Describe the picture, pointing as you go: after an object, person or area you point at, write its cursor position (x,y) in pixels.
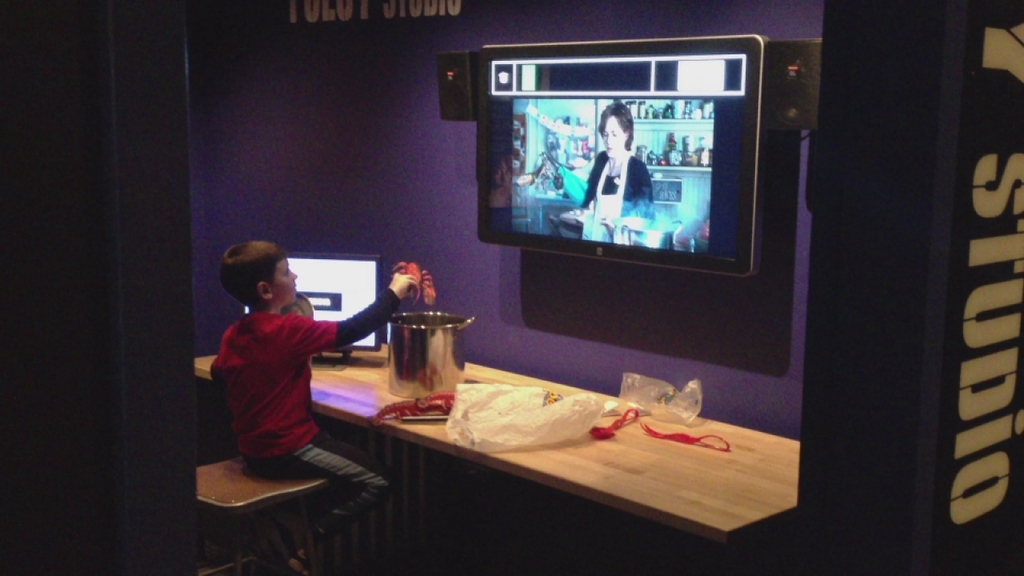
In this image I can see a boy (275,381) wearing red color t-shirt (265,385) and sitting on a chair (268,474) in front of a table (349,417). On this table (356,414) there is a vessel (416,357), monitor (351,310) and some sheets (553,408) are there. Beside this table (488,374) there is a wall (549,309) and Television (586,170) is fixed to this wall (525,358). On both sides of this television (668,64) two speakers (778,80) are fixed.
